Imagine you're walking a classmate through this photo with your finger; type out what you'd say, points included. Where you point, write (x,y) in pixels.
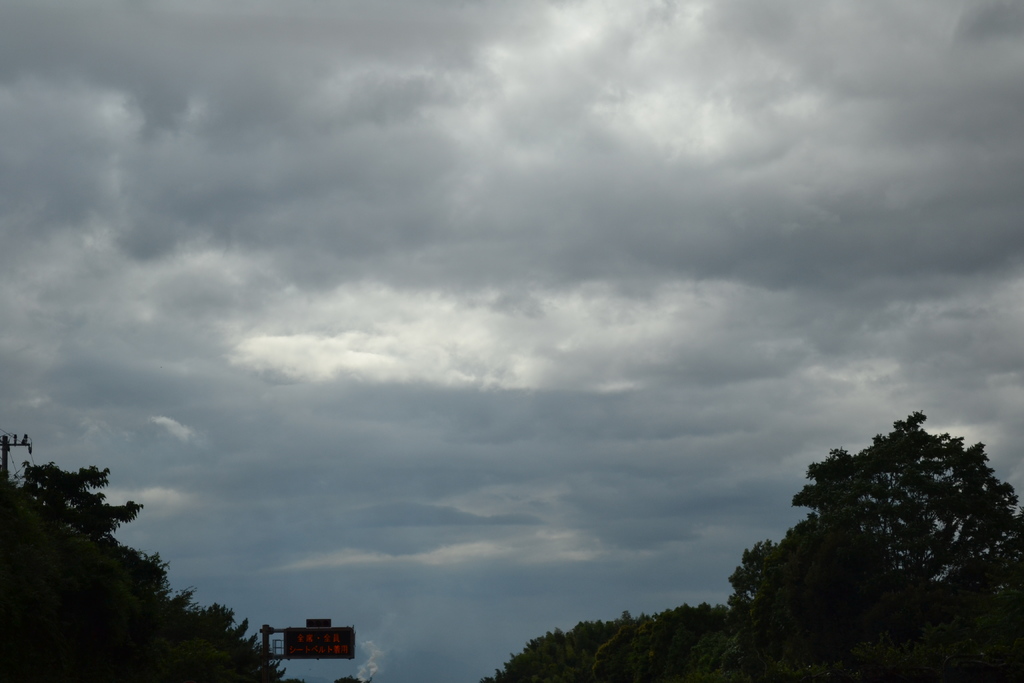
At the bottom of the image (661,627) we can see the trees (89,612), poles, wires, board (332,635). In the background of the image (218,309) we can see the clouds (577,218) are present in the sky (421,373).
